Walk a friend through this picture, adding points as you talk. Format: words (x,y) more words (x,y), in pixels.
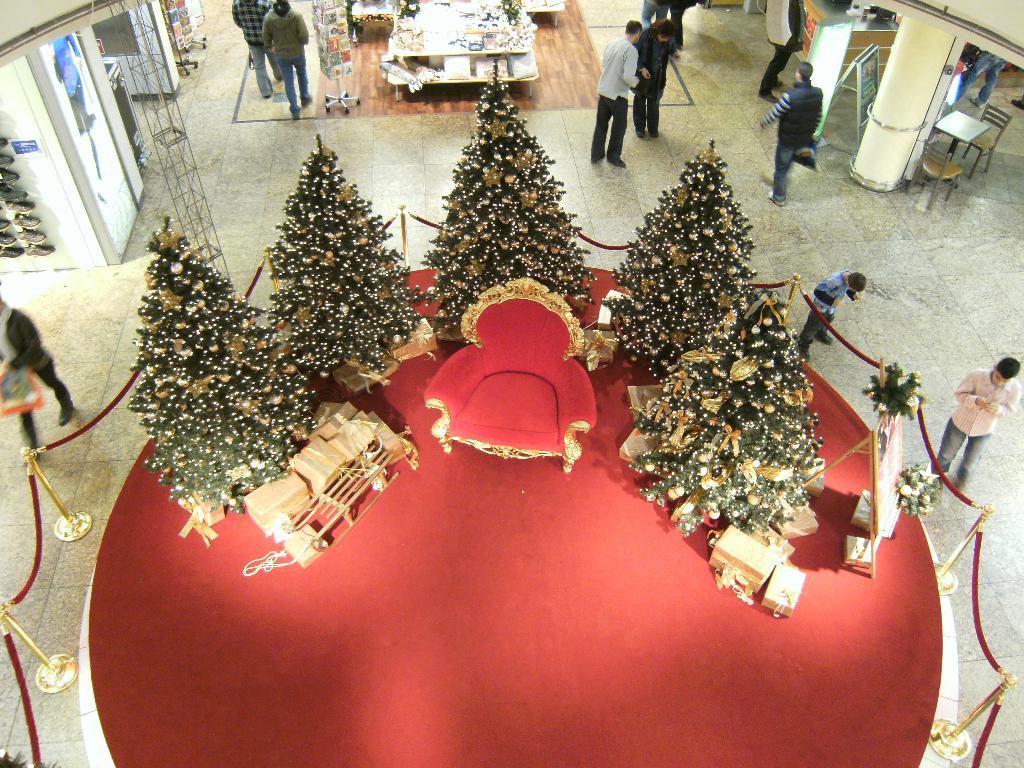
These are the christmas trees (677,296), which are decorated. I can see a chair (492,403). I think these are the gift boxes (328,425). This looks like a board (886,507), which is decorated with the flower bouquets (925,504). I can see few people (616,119) standing and few people (798,120) walking. I think this picture was taken inside the building (400,181). I can see a table (473,40) with few objects (476,38) on it. I think these are the shops (32,193). This looks like a red carpet (515,677), which is on the floor (455,114).
